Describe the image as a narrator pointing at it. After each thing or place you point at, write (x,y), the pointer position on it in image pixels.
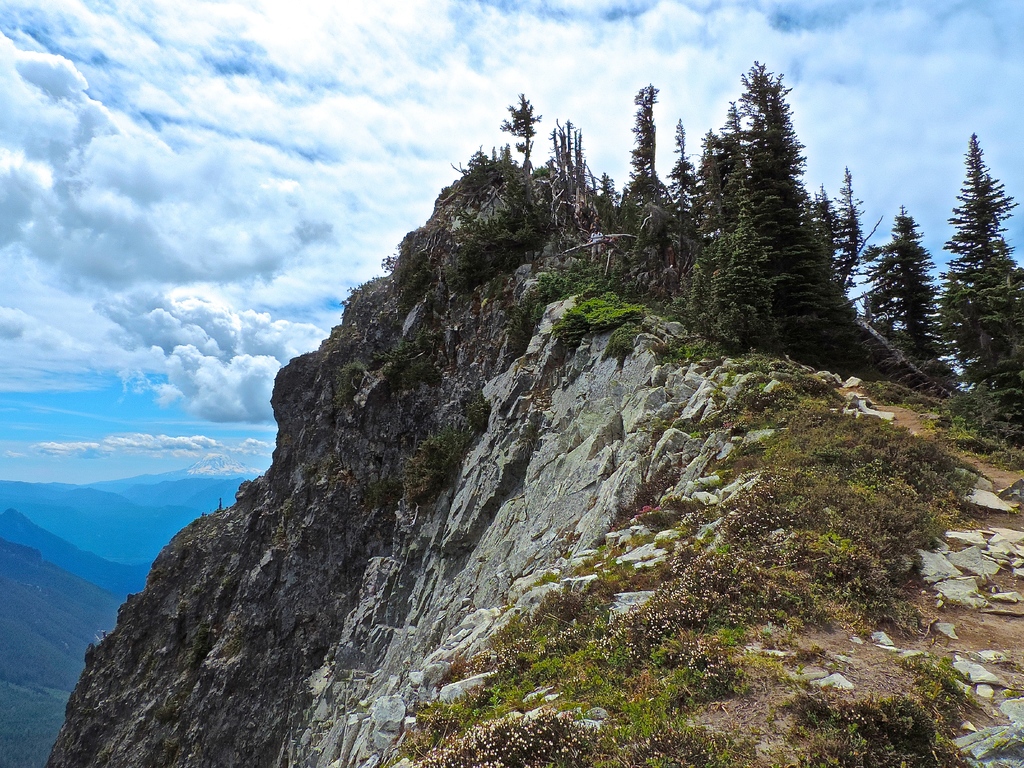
In this picture I can see there is a mountain (142,746) here and there are plants (711,607), trees (784,312). In the backdrop (624,39) there are some more mountains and the sky (31,234) is cloudy.
